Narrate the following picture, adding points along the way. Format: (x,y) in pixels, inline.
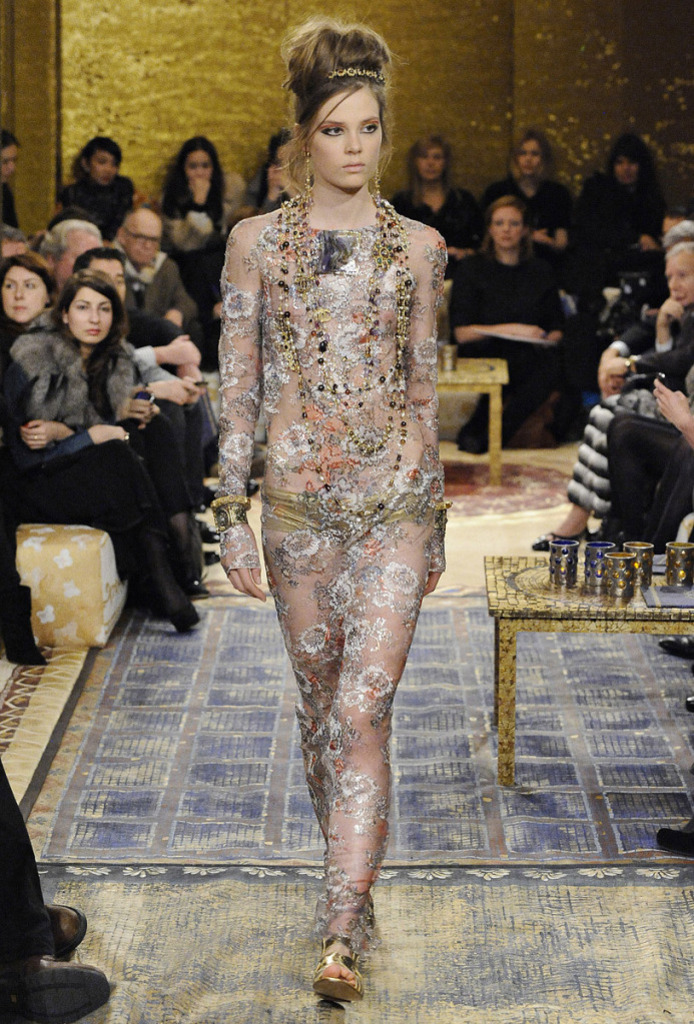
In this picture there is a woman (324,298) walking. At the back (638,163) there are group of people (130,517) sitting. There are glasses (675,580) on the table (522,596). At the back (166,109) there's a wall (156,110). At the bottom (520,805) there is a mat (476,870).
